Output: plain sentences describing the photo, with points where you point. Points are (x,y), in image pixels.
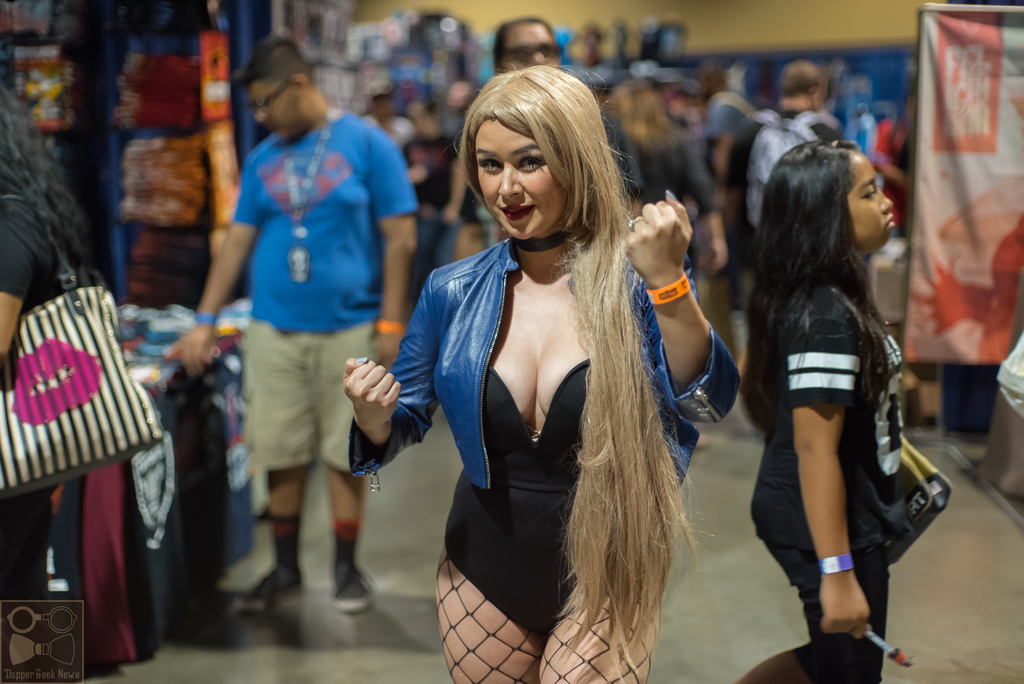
In this image we can see a person (513,549) wearing black color dress (468,492), blue color jacket (417,404), also wearing orange color wrist band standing and in the background of the image (245,356) there are some persons (286,284) standing, there are some stores (112,12).
